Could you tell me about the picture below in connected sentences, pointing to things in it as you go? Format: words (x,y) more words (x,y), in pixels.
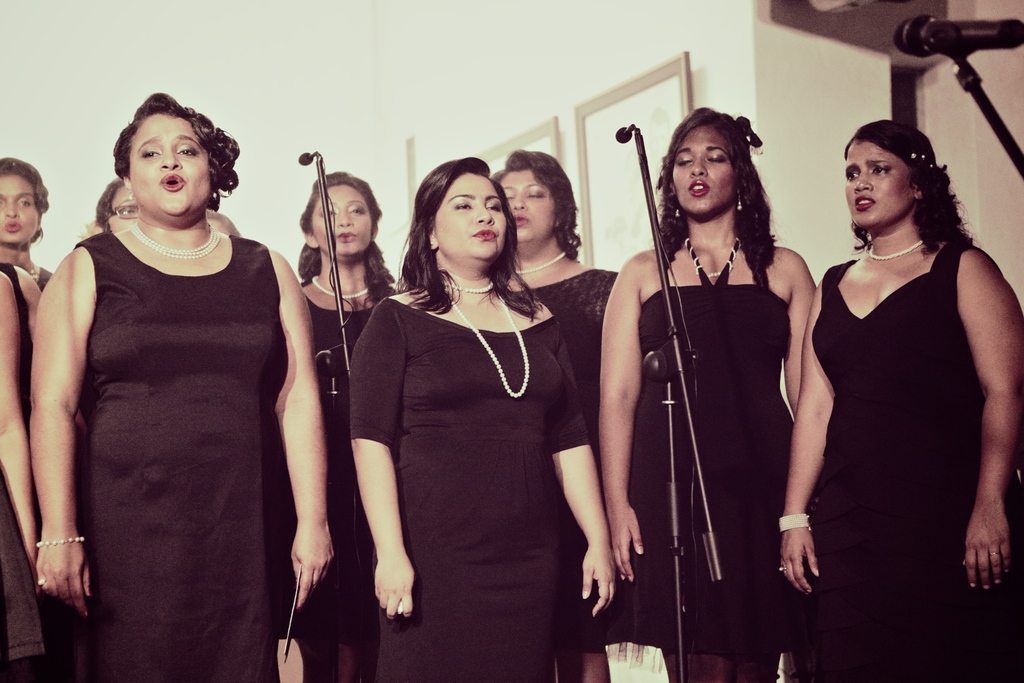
In this image I can see a group of women (477,294) are standing on the floor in front of a mike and are singing. In the background (621,82) I can see a wall (571,127), photo frames (585,106). This image is taken may be in a hall (615,331).
